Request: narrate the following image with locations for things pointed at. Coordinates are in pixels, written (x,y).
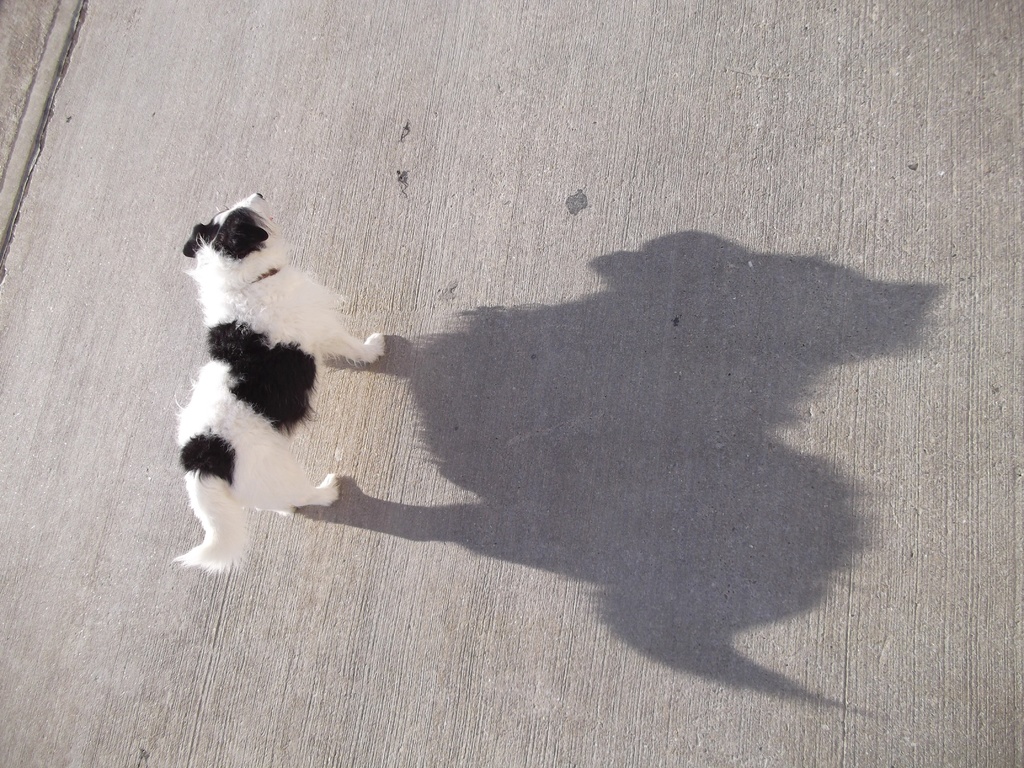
In this image we can see a dog (204,419) is standing and its shadow (581,538) is on the road (927,203).
